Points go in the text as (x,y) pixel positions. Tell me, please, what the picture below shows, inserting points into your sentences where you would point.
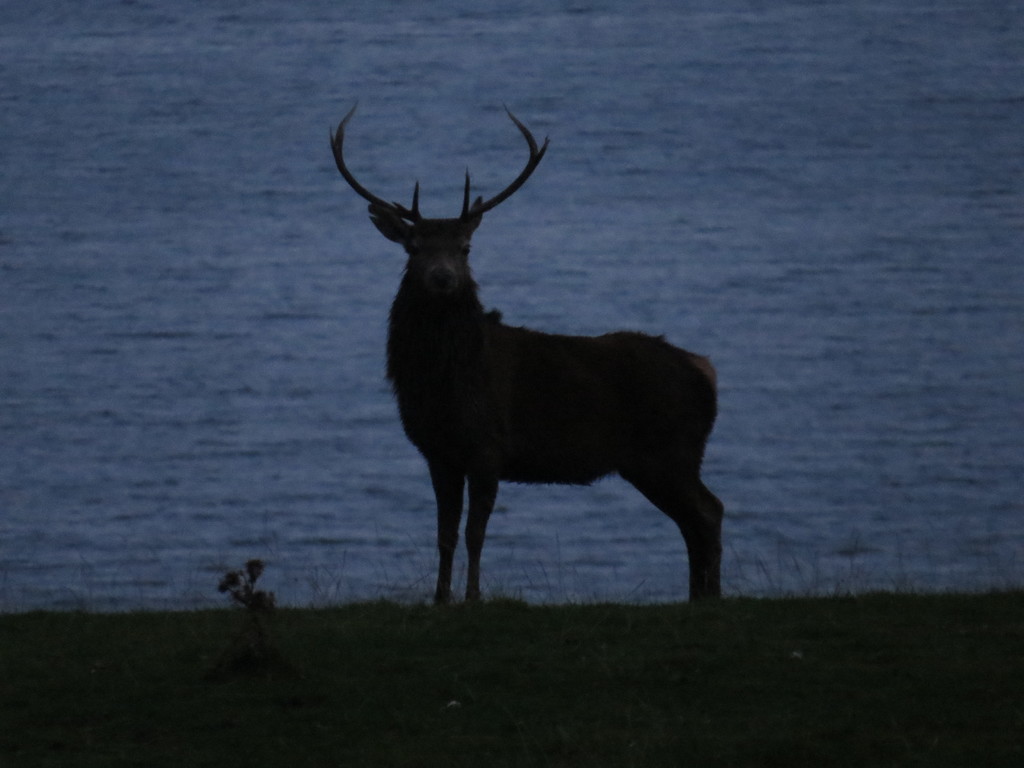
In this image we can see an animal (428,425) on the ground (216,665) and there is a small plant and grass (455,662) on the ground (195,675) and in the background (290,509), we can see the water (894,218).
